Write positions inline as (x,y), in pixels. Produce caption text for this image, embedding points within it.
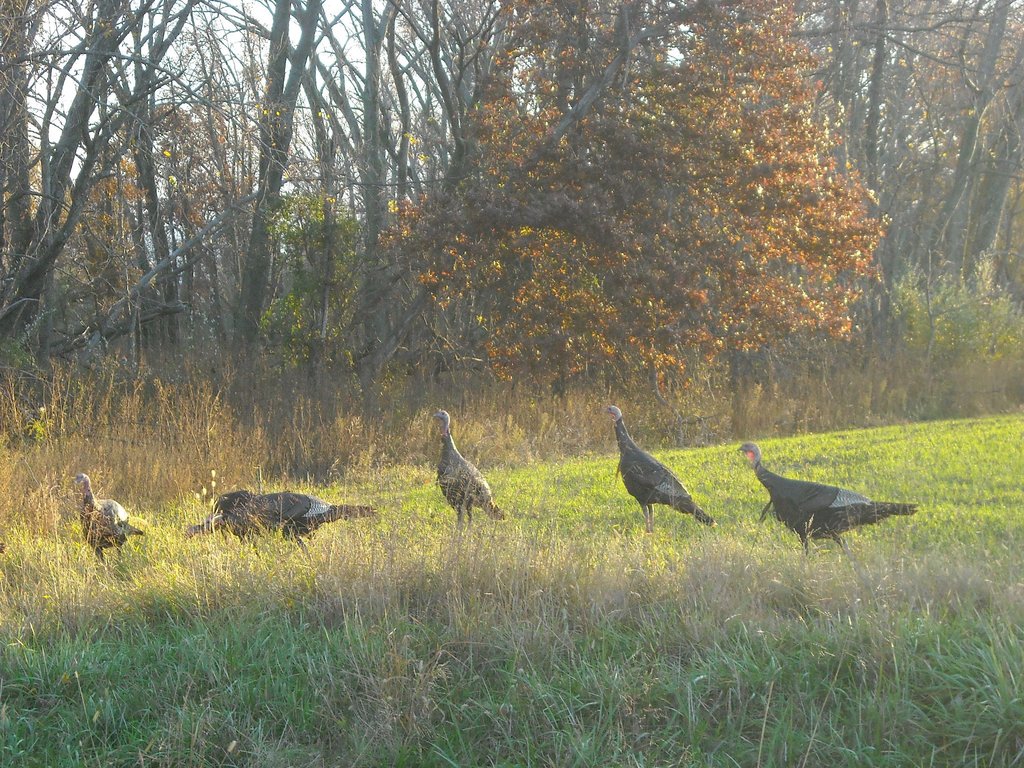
In this picture, we see five turkey hens (474,488). At the bottom of the picture (468,563), we see the grass (261,633). There are trees (481,245) in the background (525,222).
